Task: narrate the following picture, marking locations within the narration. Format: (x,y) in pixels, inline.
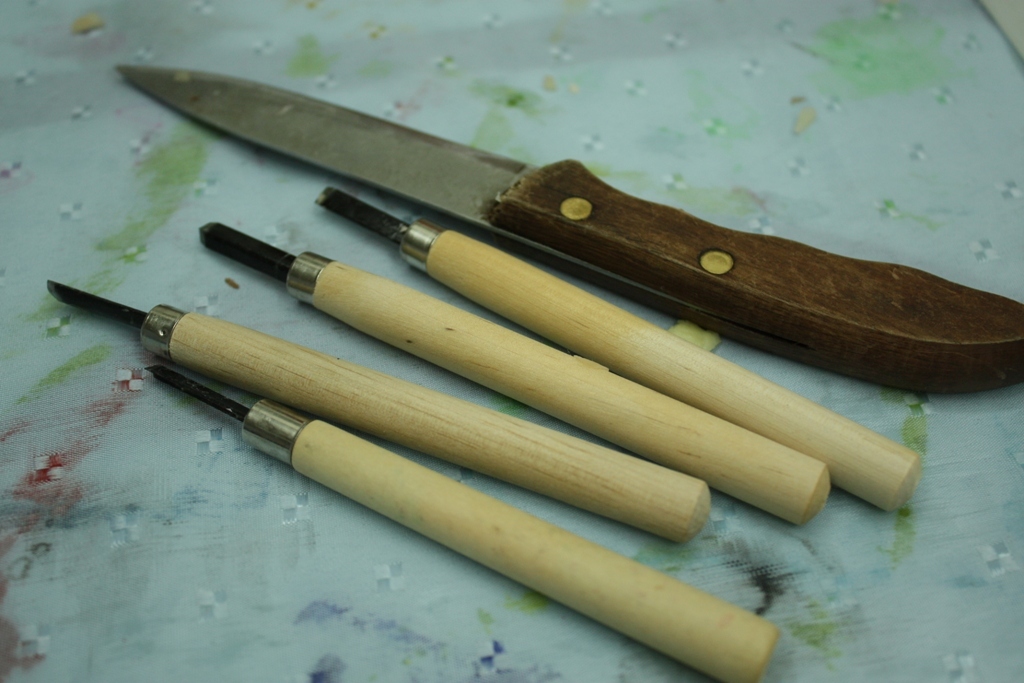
In this image we can see a knife (844,297) and there are some other tools (573,325) which are placed on the surface (884,37) which looks like a tablecloth (678,670).
